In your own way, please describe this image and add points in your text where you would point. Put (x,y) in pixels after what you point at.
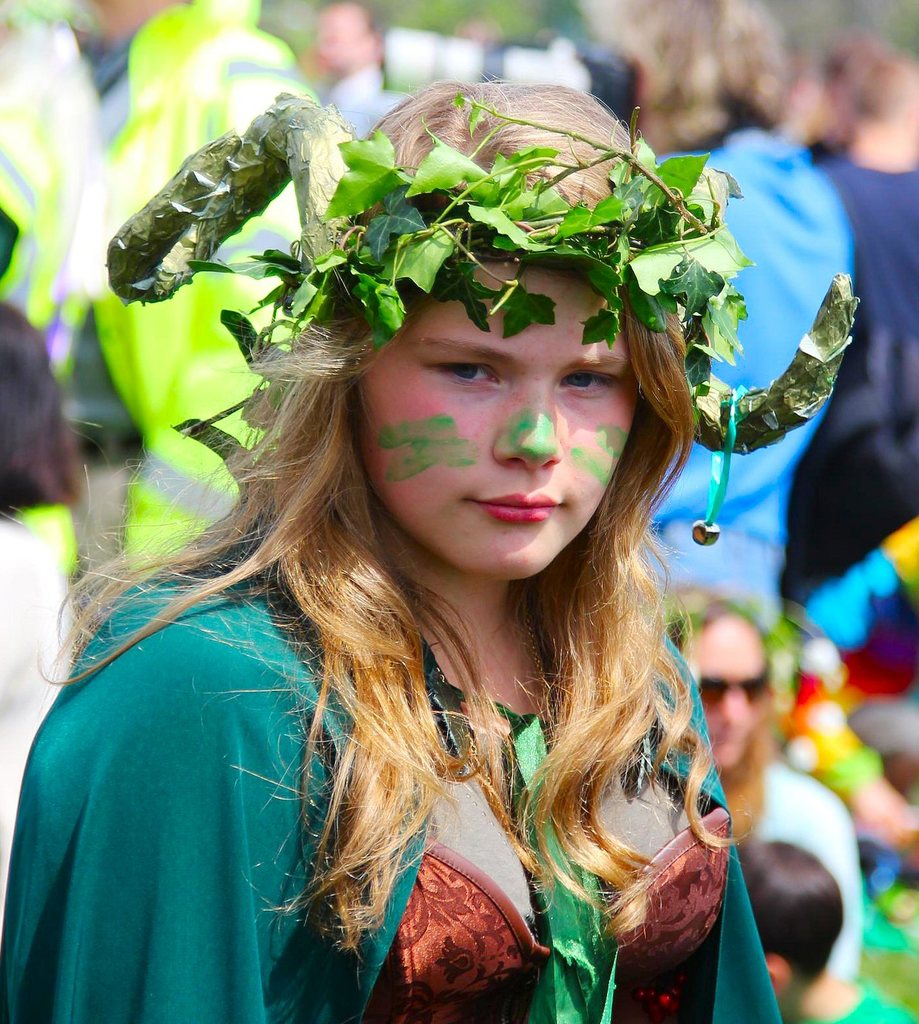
Here we can see a woman (523,333) and there is a crown (715,247) on her head (465,389). In the background (719,587) the image is blur but we can see a camera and few persons (145,187).
